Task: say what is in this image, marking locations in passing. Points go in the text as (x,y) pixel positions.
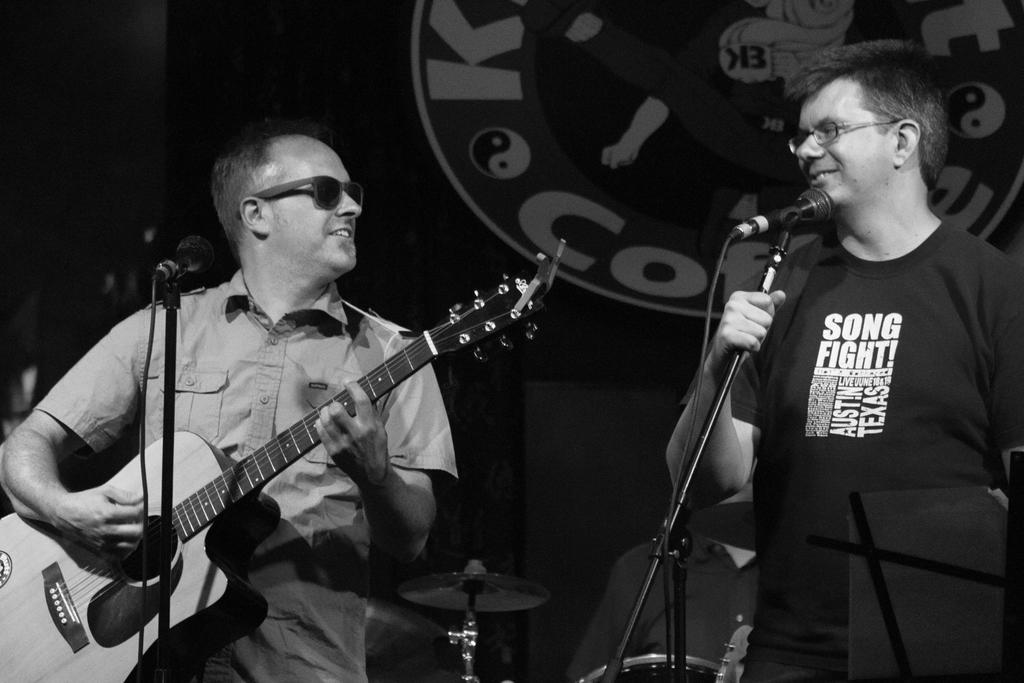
This picture is clicked in a musical concert. Man (812,369) in black t-shirt (809,428) is holding microphone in his hand (765,292) and he is smiling. Beside him, man (98,450) in light shirt (212,362) is holding guitar (37,598) in his hand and he is even wearing goggles (298,184) and he is also smiling. Behind them, we see drums (488,601).
